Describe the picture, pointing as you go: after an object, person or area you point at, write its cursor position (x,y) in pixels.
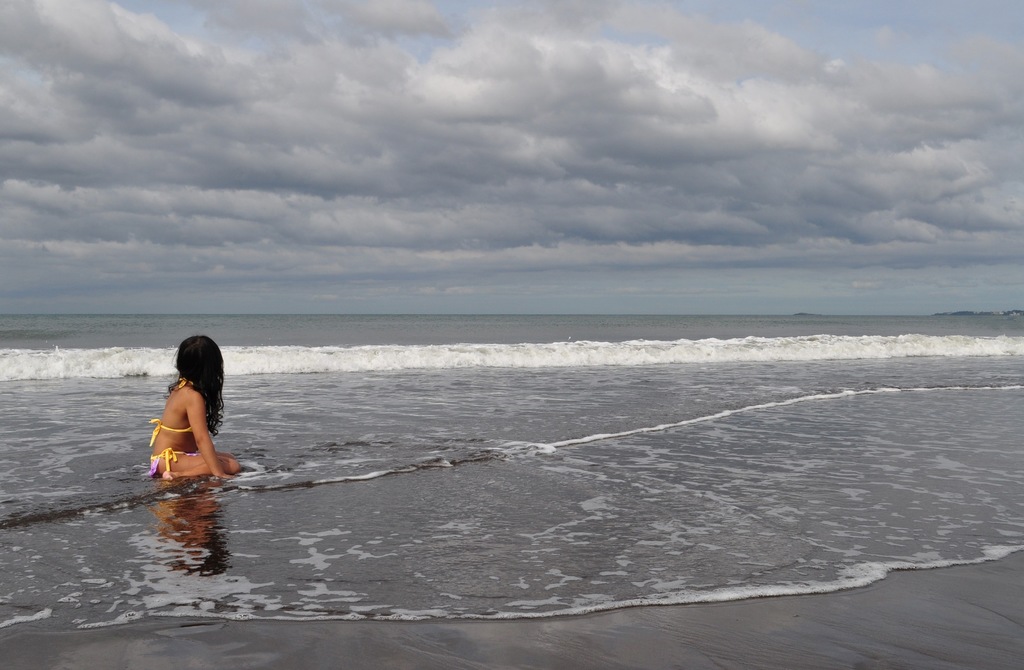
In the image there is a girl (206,379) in yellow bikini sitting on beach (433,617) and above its sky (435,152) with clouds (259,138).
